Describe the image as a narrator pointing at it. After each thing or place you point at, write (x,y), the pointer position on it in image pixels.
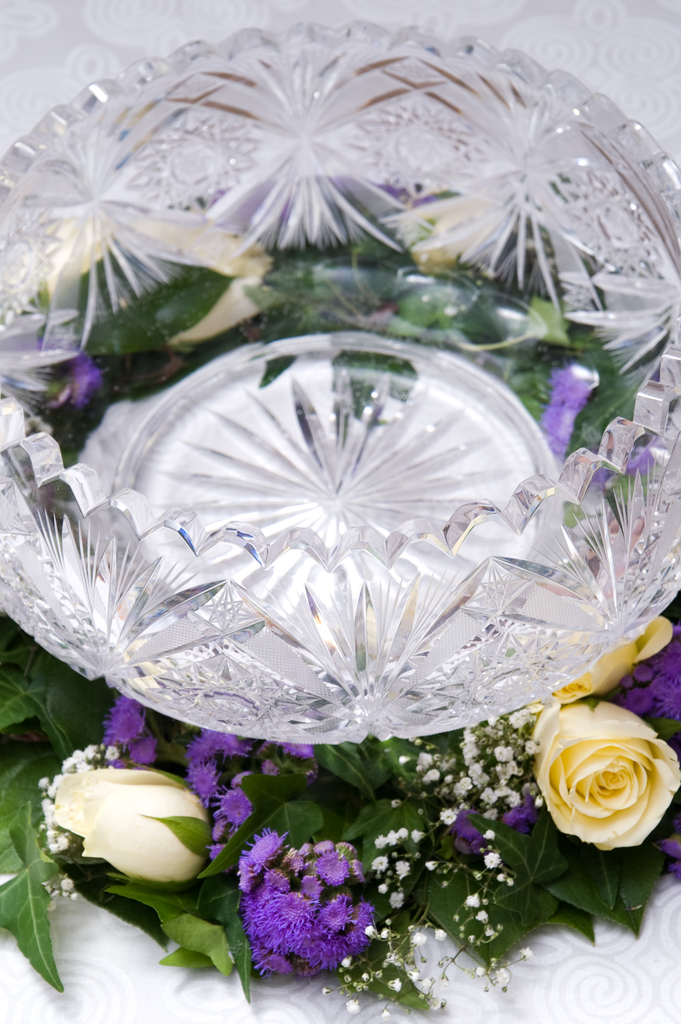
In this image I can see the flowers (274,892) which are in cream and purple color. These are on the white color surface (546,1005). I can also see the glass bowl (353,322).
